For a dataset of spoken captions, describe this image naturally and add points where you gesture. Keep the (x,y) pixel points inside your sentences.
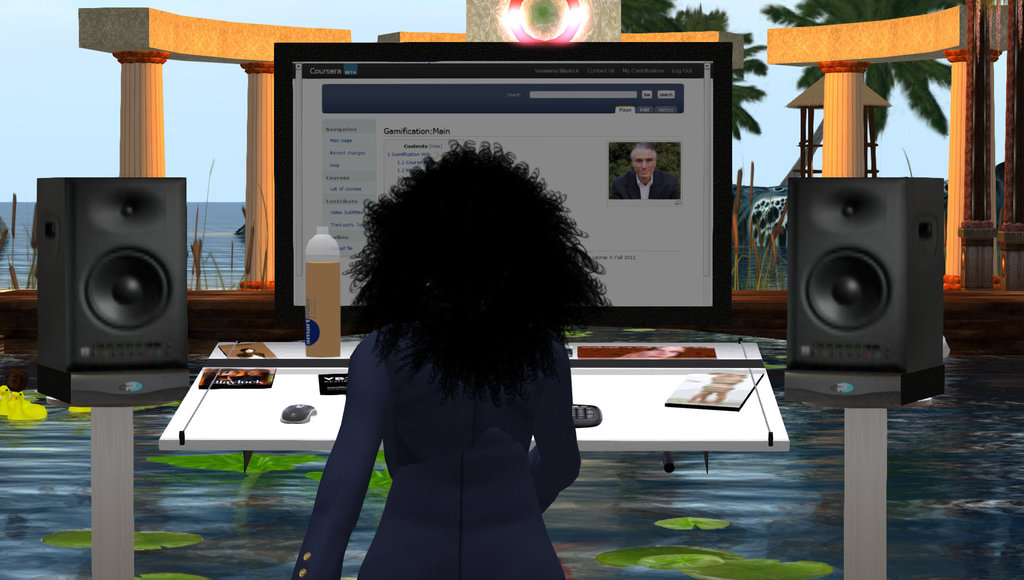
This is a graphic image. On the foreground (490,387) there is a lady (467,367). On both sides there are speakers (838,286). In front of her on a table (283,405) there is monitor (345,141), bottle (326,294). mouse (292,414), keyboard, books (710,395). This is a water body (563,511). In the background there are trees (748,101) and water body (21,242).
